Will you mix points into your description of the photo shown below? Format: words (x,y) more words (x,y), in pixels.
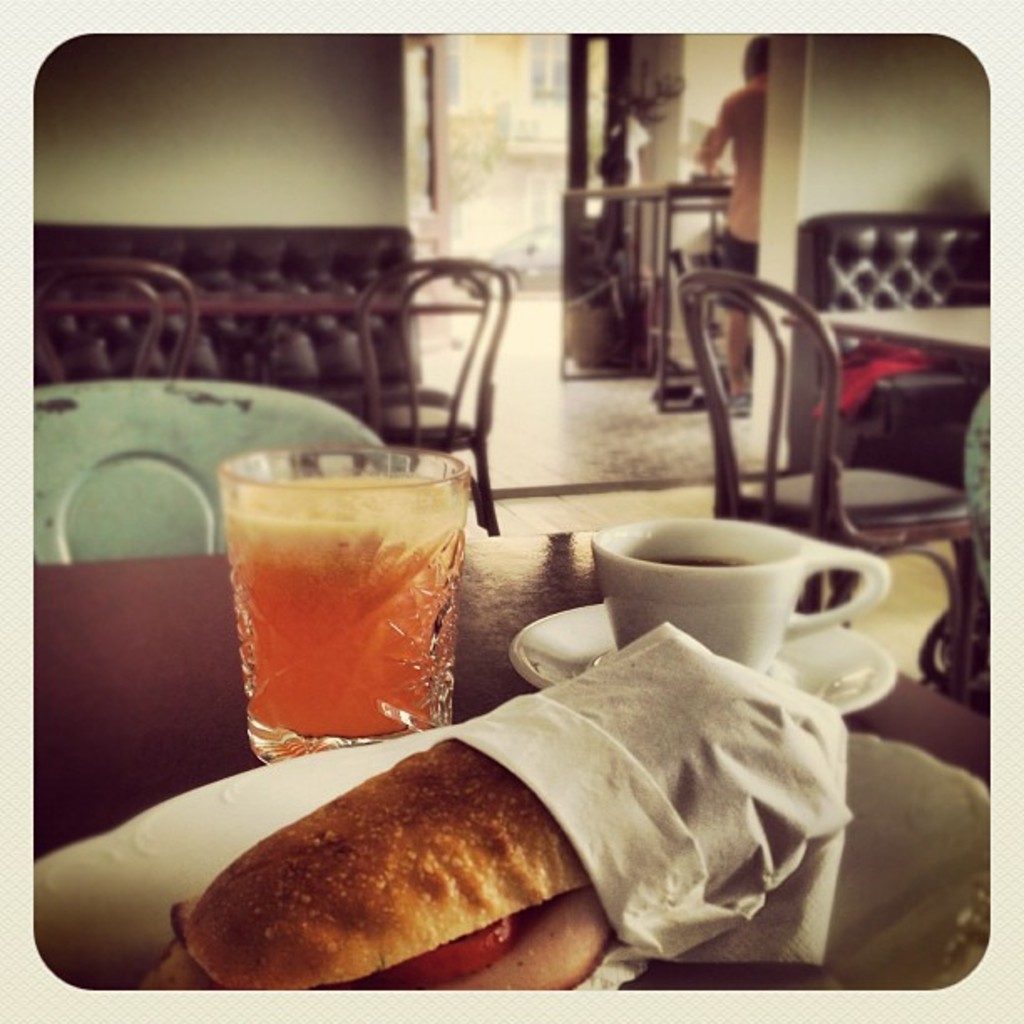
This image consists of a bread (569,850) kept in a plate (953,950). And we can see a glass (348,634) of juice (352,628) along with a cup (634,617) and saucer (558,647) on the table (167,692). In the background (973,472), there are chairs (110,420). In the middle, there is a man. And we can see a wall (53,121).
